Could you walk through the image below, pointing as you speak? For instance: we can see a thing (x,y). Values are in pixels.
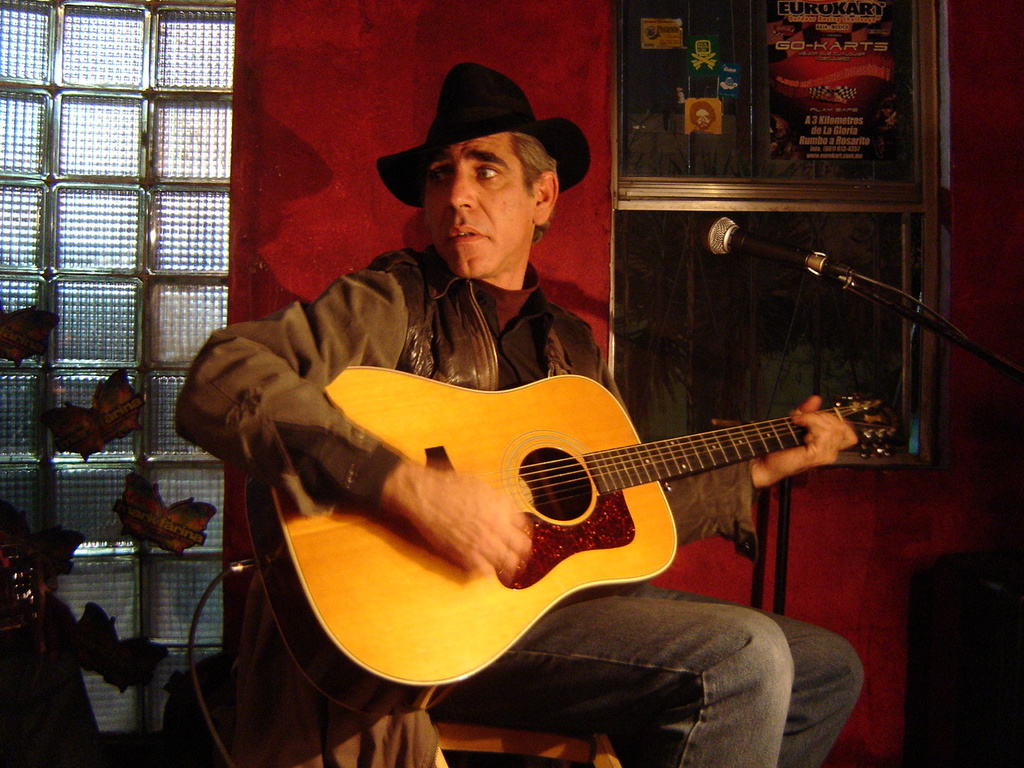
A person (504,334) is sitting and wearing a hat (477,118) is holding a guitar (558,500) and playing. in front of him there is a mic (787,262). Behind there is a red wall (357,110) and a window (166,152) and there are photo frame (711,116).
